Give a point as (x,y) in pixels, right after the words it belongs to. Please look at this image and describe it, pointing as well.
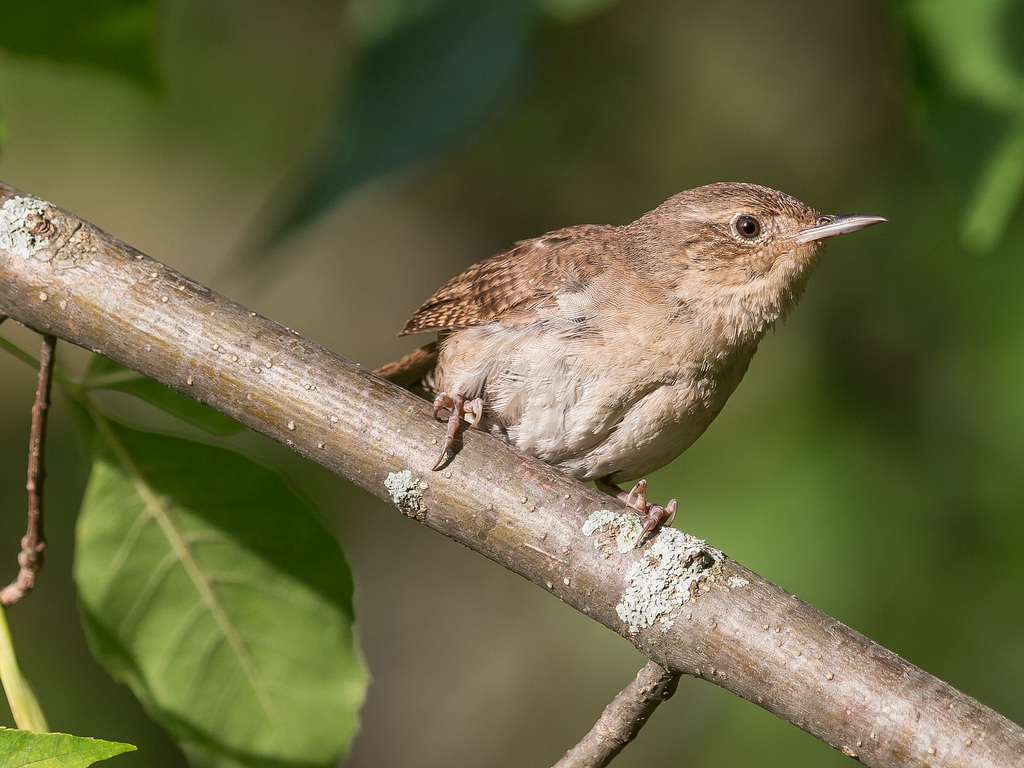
In the center of the image (628,323) we can see a bird (602,394) on the stem (482,546). At the bottom (199,650) there are leaves (261,687).
